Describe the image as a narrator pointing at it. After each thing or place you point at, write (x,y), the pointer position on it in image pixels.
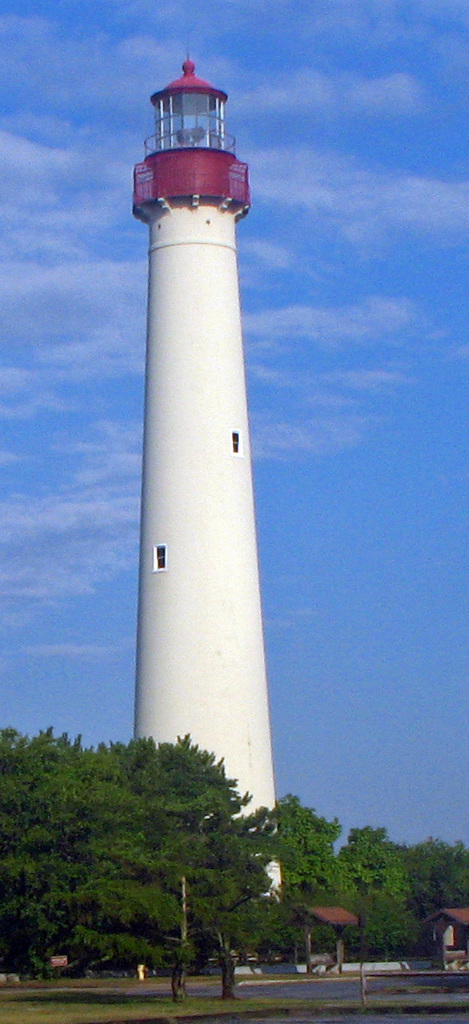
At the bottom (337,820) I can see grass (293,1001), road (303,993), trees (149,911) and shed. In the background (193,559) I can see a light tower (199,509) and the sky (285,375). This image is taken may be during a day.
